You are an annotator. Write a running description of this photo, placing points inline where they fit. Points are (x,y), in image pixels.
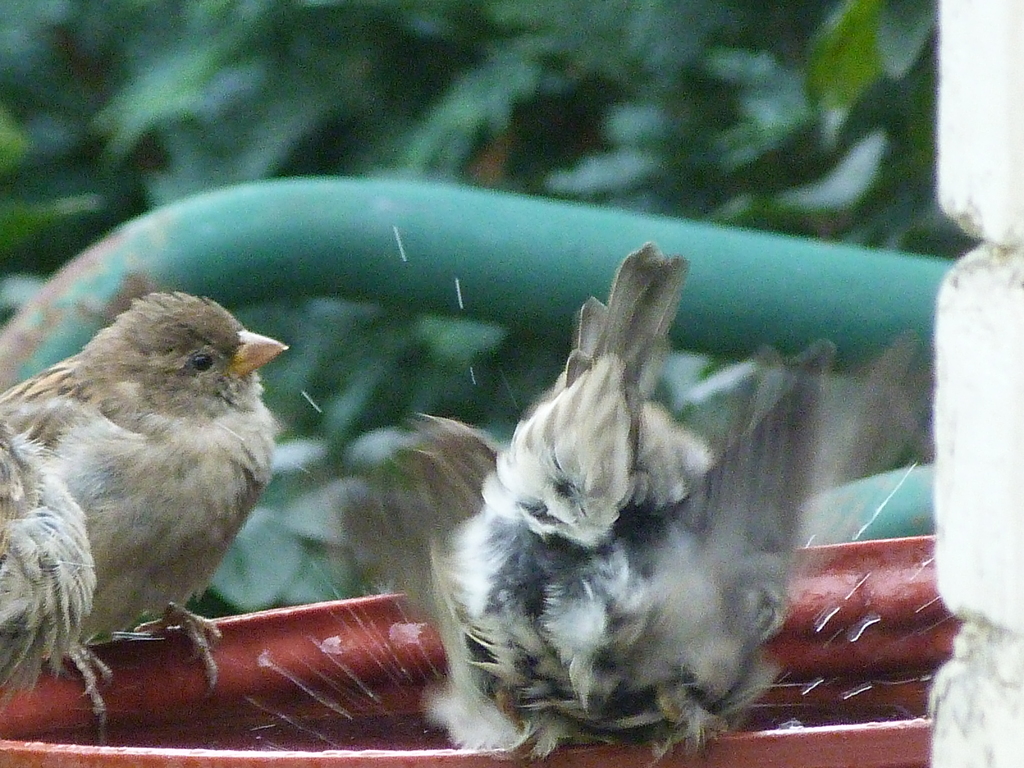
In the image there are few birds (159,403) standing on red basin (880,661) and behind it there is a tree (278,97).
